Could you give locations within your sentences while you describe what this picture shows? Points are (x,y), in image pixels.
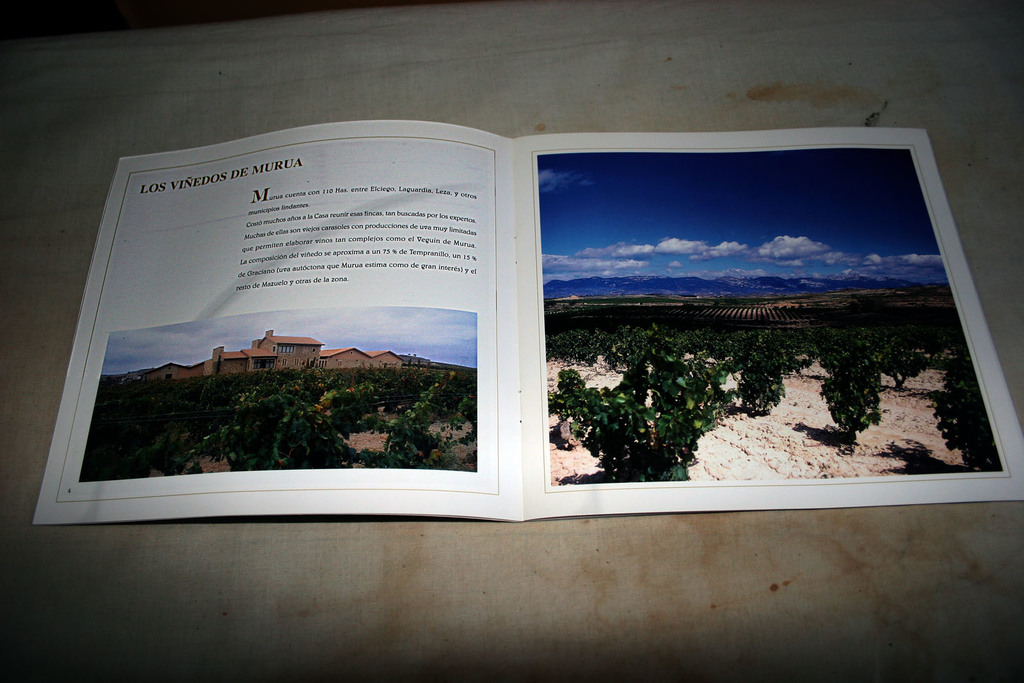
In this image there is a book (134,479) on the table (247,619). The book (482,491) is open. There are pictures (557,355) and text (336,245) on the papers (340,189). On the left side of the book (251,375) there is a picture (274,348). In the picture (256,377) there are buildings (287,353) and trees (284,413). On the right side of the book (766,389) there are pictures (657,387) of plants (726,346) and grass (740,349) on the ground (758,456). Above to it there is the sky (684,242).
